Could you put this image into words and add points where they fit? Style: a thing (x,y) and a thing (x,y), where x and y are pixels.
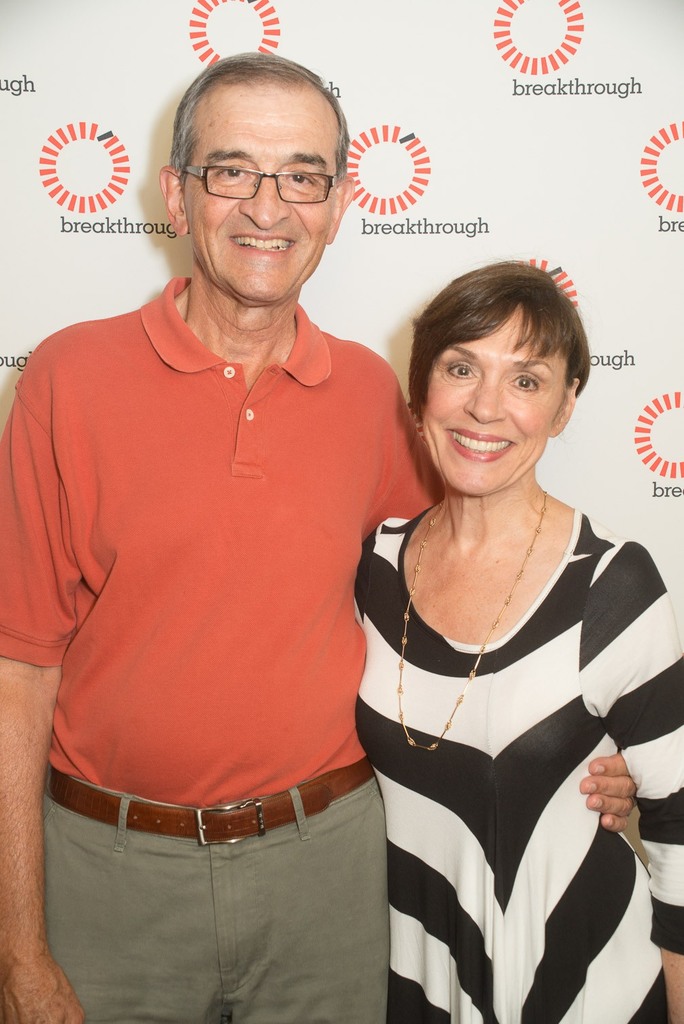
In this image, we can see a man (236,807) and a woman (480,980) standing, they are smiling, in the background (649,54) we can see a poster (511,127).
